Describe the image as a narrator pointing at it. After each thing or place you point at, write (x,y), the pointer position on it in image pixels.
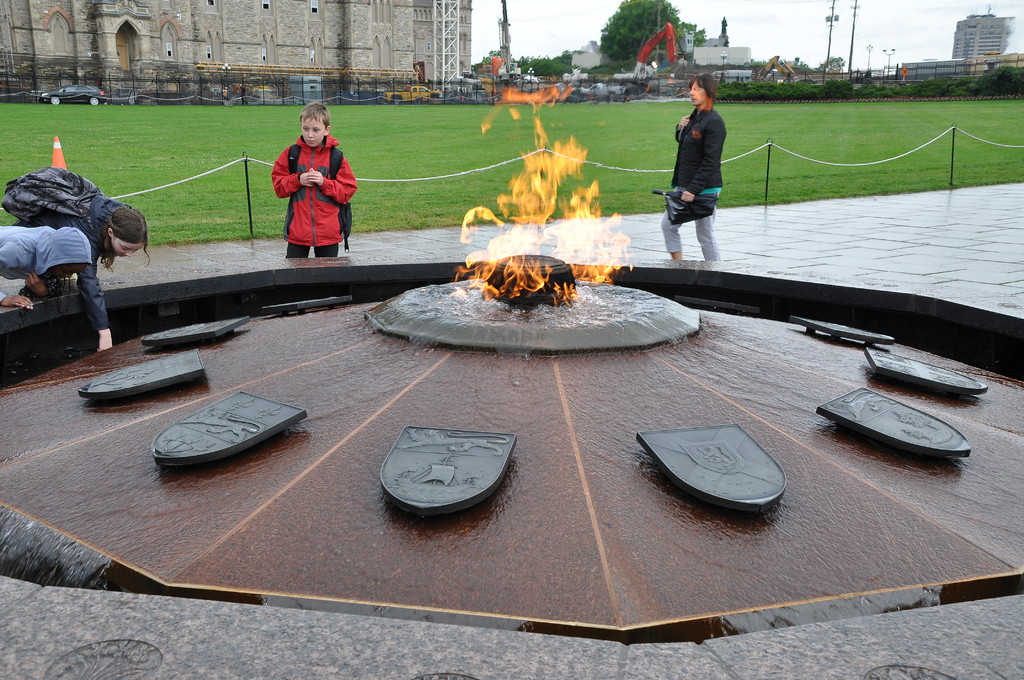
In the image there is fire (533,219) and around the fire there is water surface (566,393) it is a beautiful construction (357,492) and around that there are four people (47,256), behind them there is a garden (299,114) and behind the garden (129,168) there is a building (383,34), trees (620,54) and other things (933,65).
